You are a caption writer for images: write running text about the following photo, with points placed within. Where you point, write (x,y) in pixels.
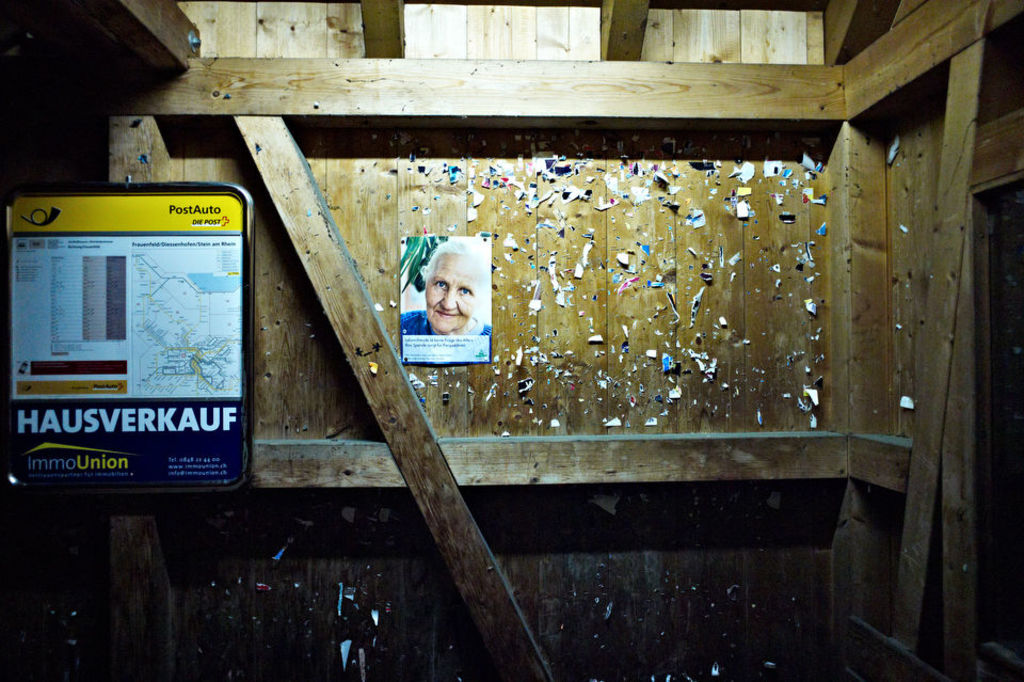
In this picture I can see photo poster (468,321) on the wooden wall (508,358). I can see the board (178,319) on the left side (185,270).
